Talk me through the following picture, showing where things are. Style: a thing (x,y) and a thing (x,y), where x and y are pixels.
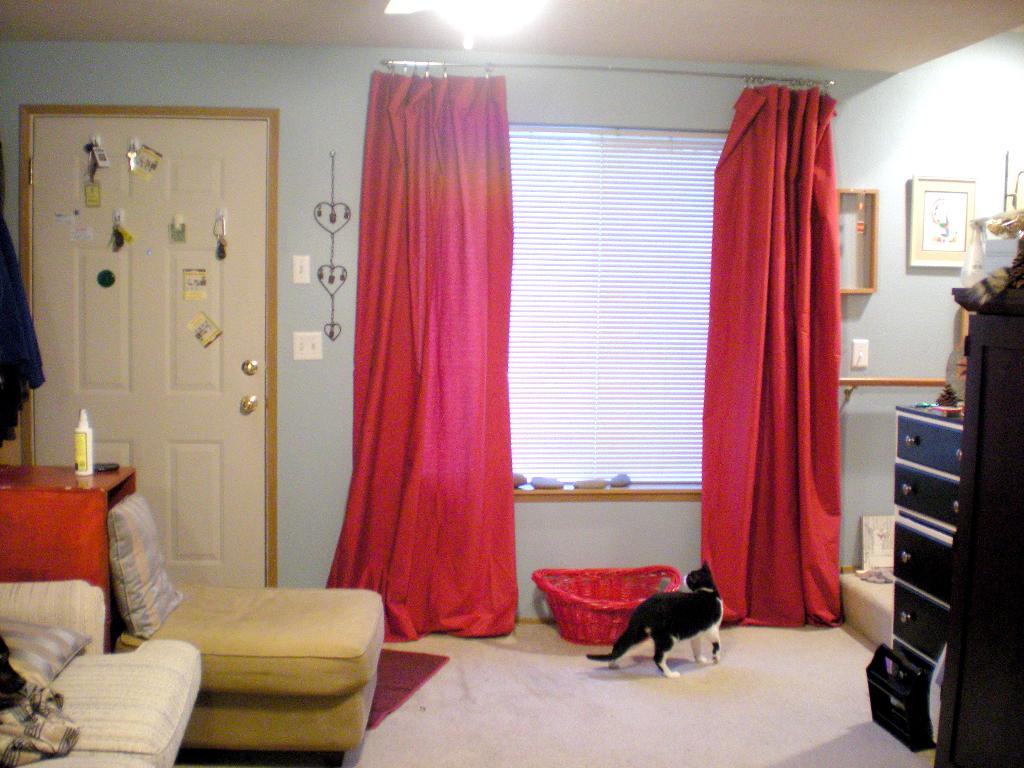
In the bottom left corner of the image (107,672) there is a sofa (95,702) with a pillow (35,658). And there is a table (84,523) with bottle (75,448) on it. On the left corner (15,348) there is a cloth (19,385). And also there is a door (238,318) with few papers (150,163) attached on it. Beside the door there are switch boards (298,272). And also there is a window (563,479) with curtains (703,421) and stones (516,479). In front of the window (640,474) there is a basket (620,584) and a cat (696,619). On the right side of the image (958,507) there is a cupboard (987,567) with few items (988,284) on it. In the background (876,196) there is a wall (919,175) with frames (962,183), rod (857,380) and also there are steps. On the floor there is a doormat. At the top of the image (515,22) there is a light (520,13).
